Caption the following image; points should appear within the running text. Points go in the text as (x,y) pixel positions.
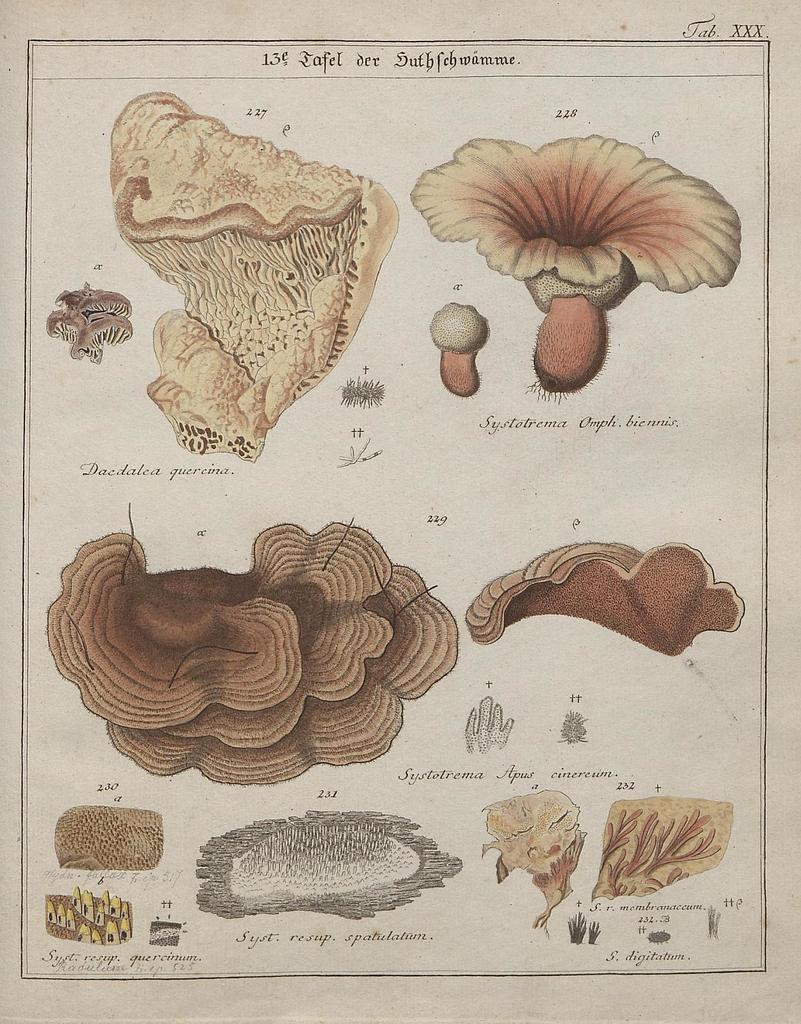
This image consists of a paper (516,375). On that there are diagrams (248,584) of mushrooms (377,582).
